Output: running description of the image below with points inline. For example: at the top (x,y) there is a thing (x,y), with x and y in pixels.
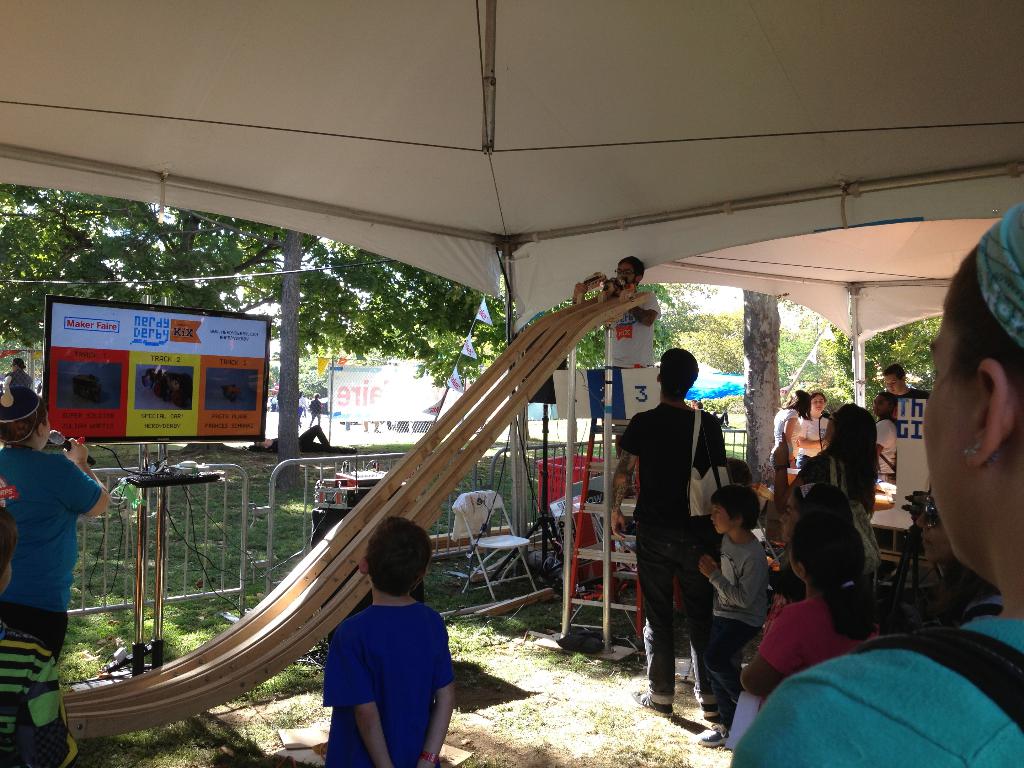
This image consists of so many people (374,556). There are trees (41,336) in the middle (585,356). There is ladder (626,561) in the middle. There are boards (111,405) in the middle (398,371).
